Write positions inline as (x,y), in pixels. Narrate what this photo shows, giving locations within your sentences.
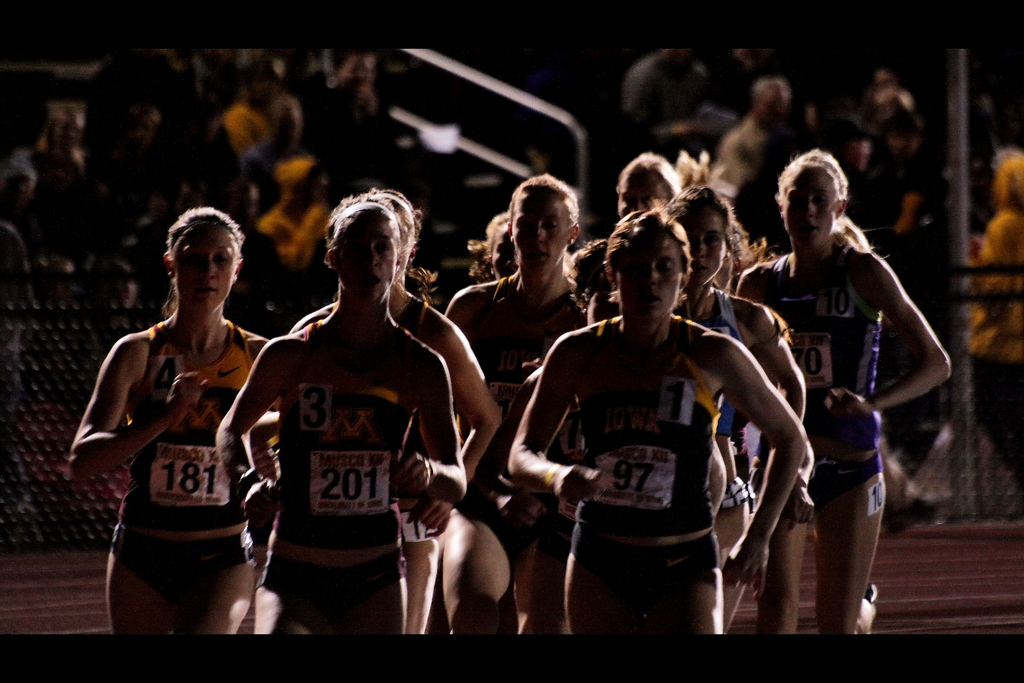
In the middle of the image (682,243) few people (424,496) are running. Behind them there is fencing (996,456). Behind the fencing (1001,442) few people (17,217) are sitting and watching and there is a pole (959,236).
